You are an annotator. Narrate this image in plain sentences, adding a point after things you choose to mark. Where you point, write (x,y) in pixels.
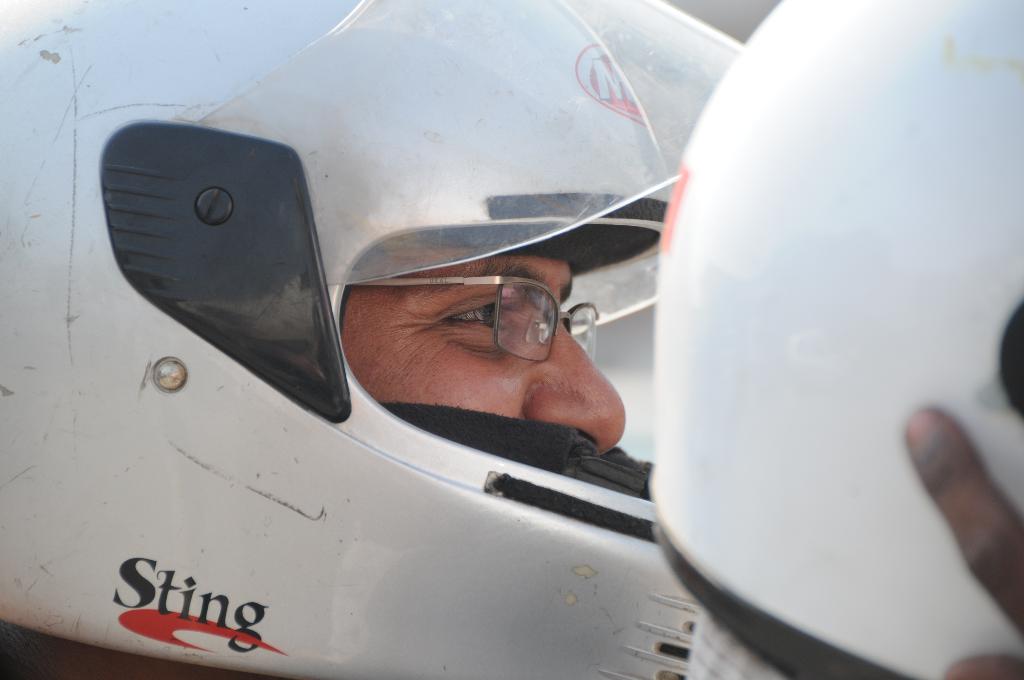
In this image I can see the person's face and the person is wearing the helmet (436,501) and the helmet (244,502) is in white color.
